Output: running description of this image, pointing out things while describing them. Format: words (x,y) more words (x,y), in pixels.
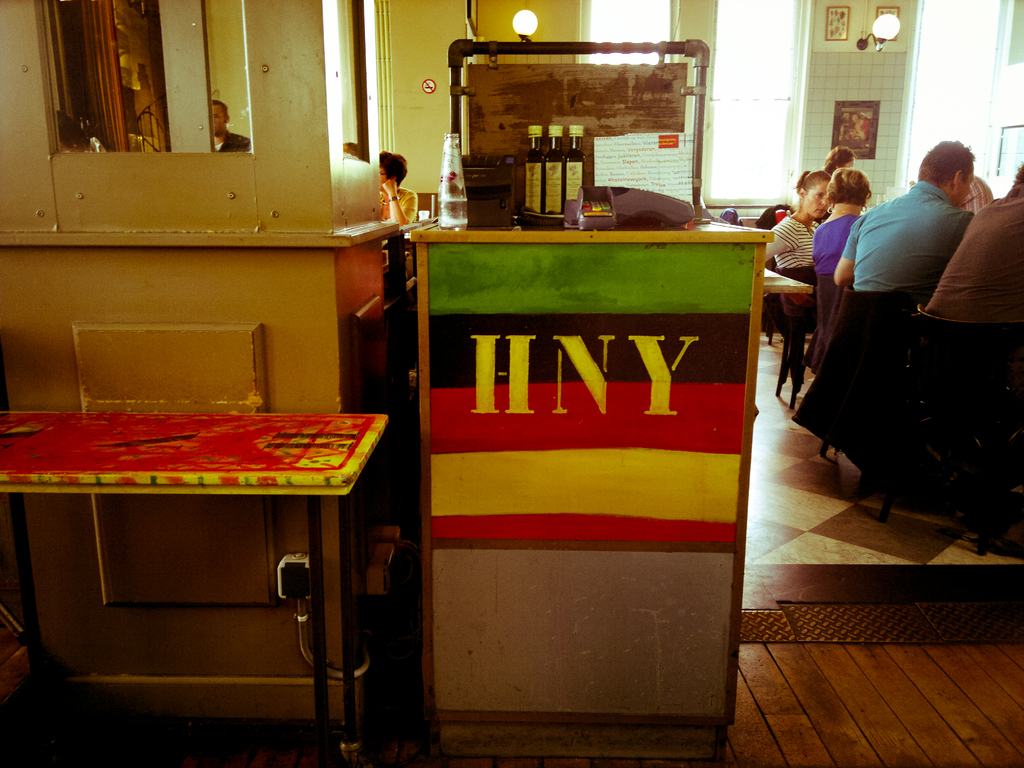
There is a wooden table (603,499) which has some objects (603,203) on it and there are some people (882,232) beside and behind it.
